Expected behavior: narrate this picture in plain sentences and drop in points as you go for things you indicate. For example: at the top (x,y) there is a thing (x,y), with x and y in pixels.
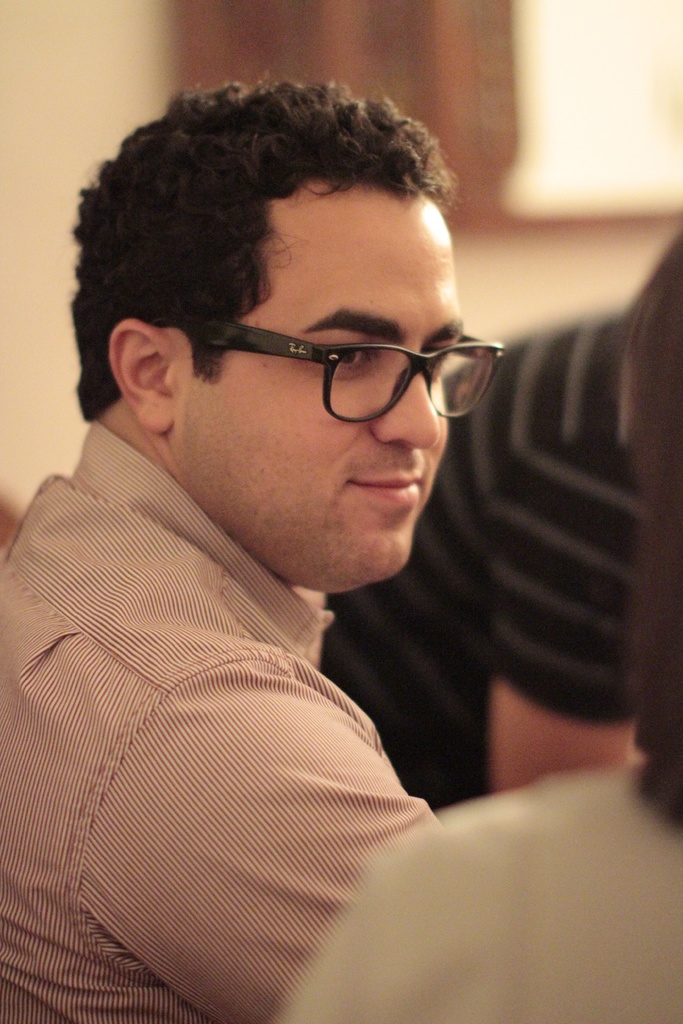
In this image I can see people (404,514) among them this man (266,528) is wearing a shirt (199,666) and spectacles (349,389). The background of the image (337,28) is blurred.
